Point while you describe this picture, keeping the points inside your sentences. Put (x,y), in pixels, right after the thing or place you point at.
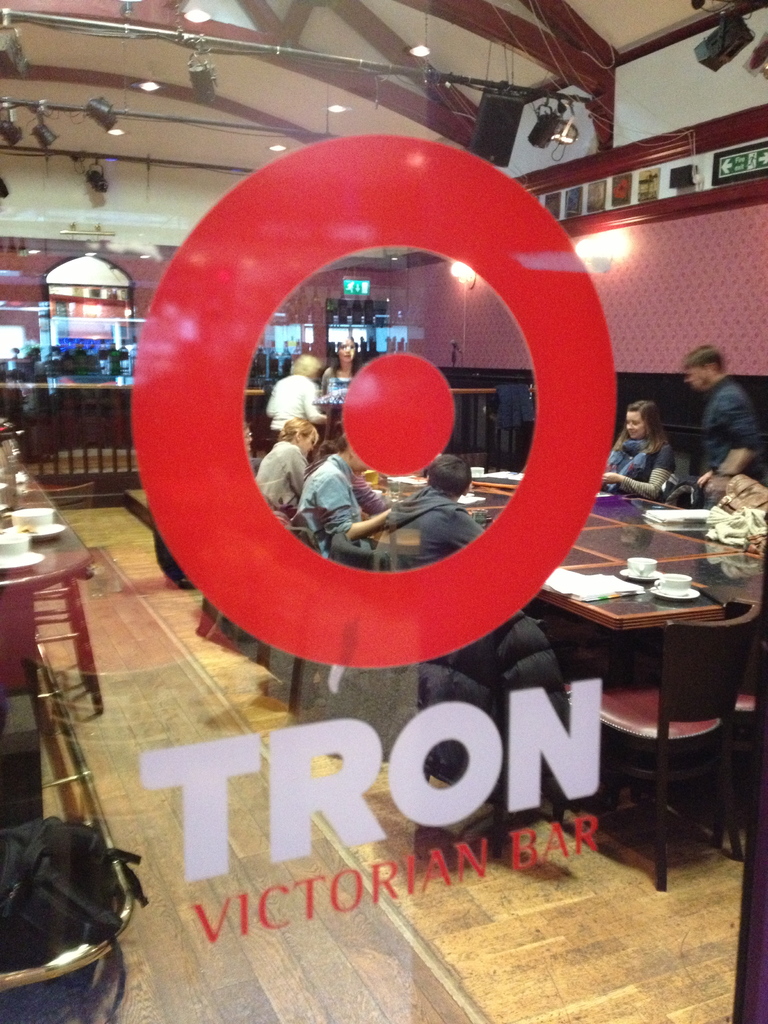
Here we can see some persons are sitting on the chairs (675,659). These are the tables (605,542). On the table (26,563) there are cups (16,513), saucers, and plates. This is floor (415,934). In the background (682,233) there is a wall (635,194) and these are the lights (713,69). This is roof (575,84) and there is a glass (356,930).
